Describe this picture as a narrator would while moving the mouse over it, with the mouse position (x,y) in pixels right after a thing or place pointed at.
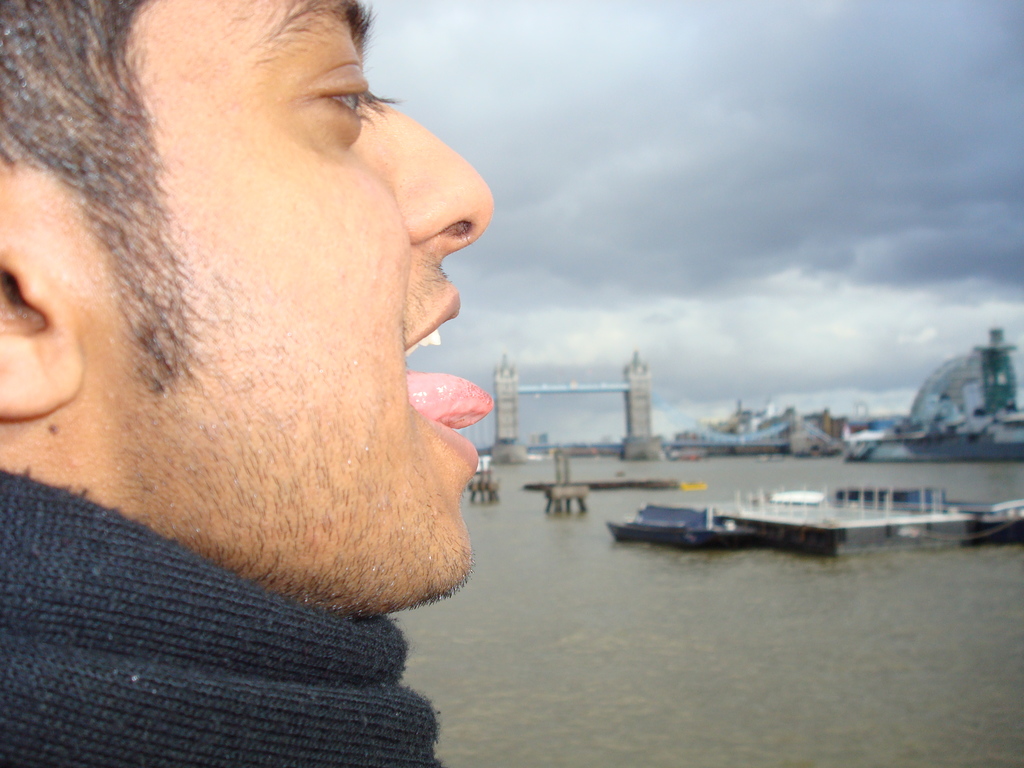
In this picture there is a person (271,424) wearing black dress (266,670) opened his mouth (427,422) and placed his tongue (445,399) outside and there are buildings (806,417) and water (837,479) in the background (640,649).
